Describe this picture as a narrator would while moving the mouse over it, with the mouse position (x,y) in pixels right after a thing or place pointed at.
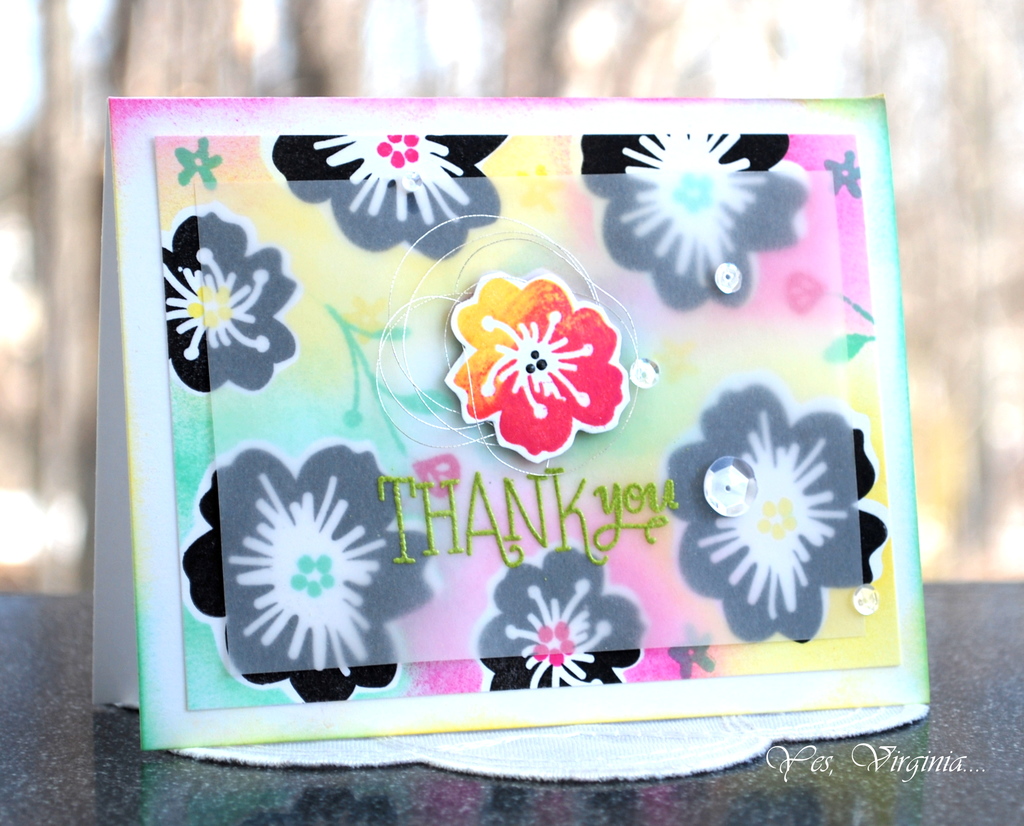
In this image there is a thank you card (520,532) on a table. The background (427,52) is blurry.
